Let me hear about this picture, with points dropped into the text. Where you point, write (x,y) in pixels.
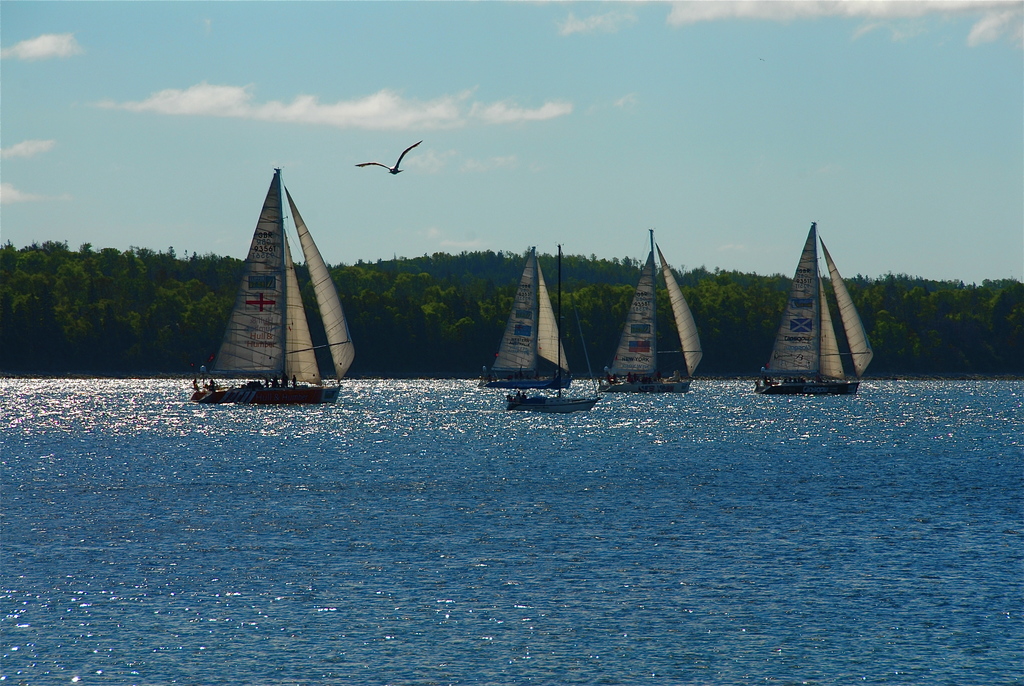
There are some boats (268,363) on the surface of water (588,441) as we can see in the middle of this image (342,323). There are some trees (425,326) in the background (447,327). There is a sky (524,125) at the top of this image (599,108). We can see there is a bird (404,151) at the top of this image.
